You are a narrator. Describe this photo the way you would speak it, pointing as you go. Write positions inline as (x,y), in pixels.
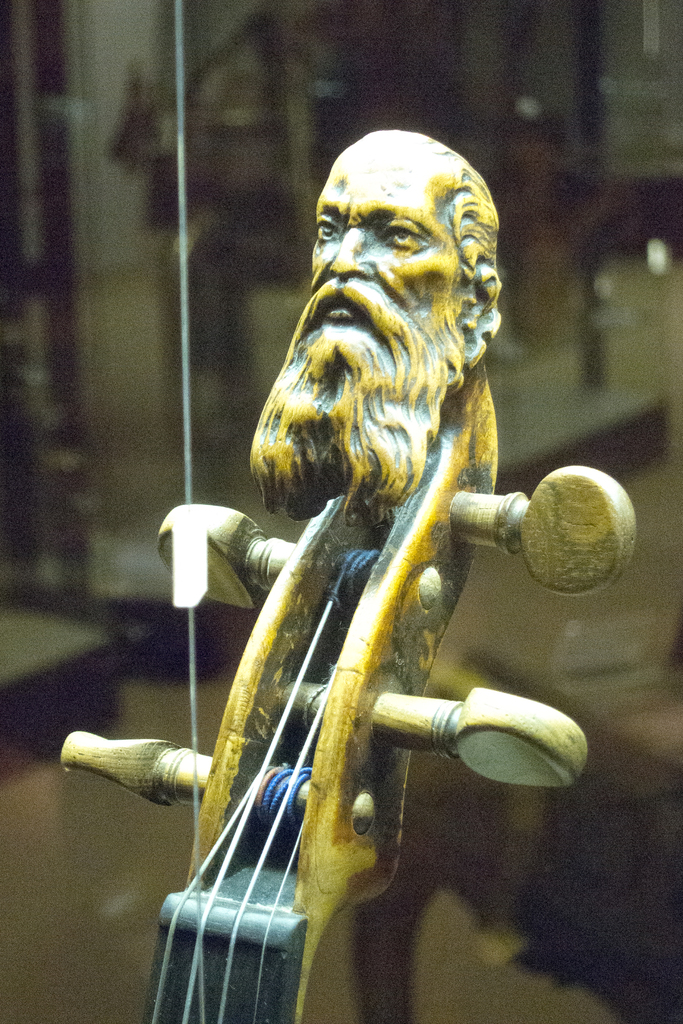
there is a old man sculpture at the end of the instrument (377,844).
